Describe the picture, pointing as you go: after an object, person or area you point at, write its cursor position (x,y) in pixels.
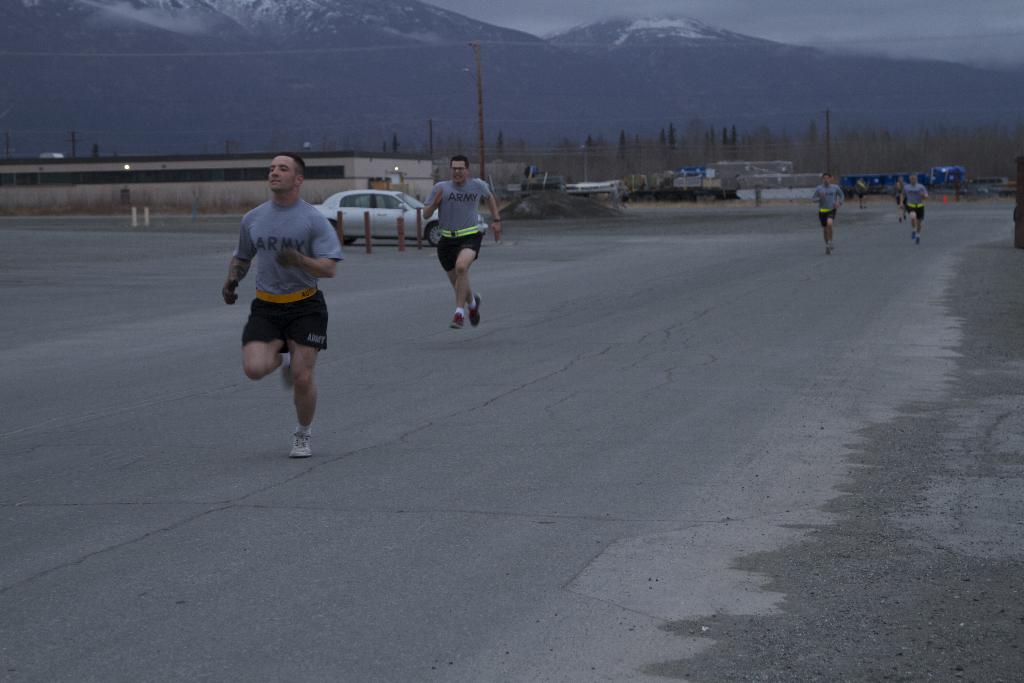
In this image, we can see four persons (294,327) wearing clothes (296,307) and running on the road (486,418). There is a car (375,208) beside the shed (352,188). There is a pole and mountains (429,100) at the top of the image (683,66).
